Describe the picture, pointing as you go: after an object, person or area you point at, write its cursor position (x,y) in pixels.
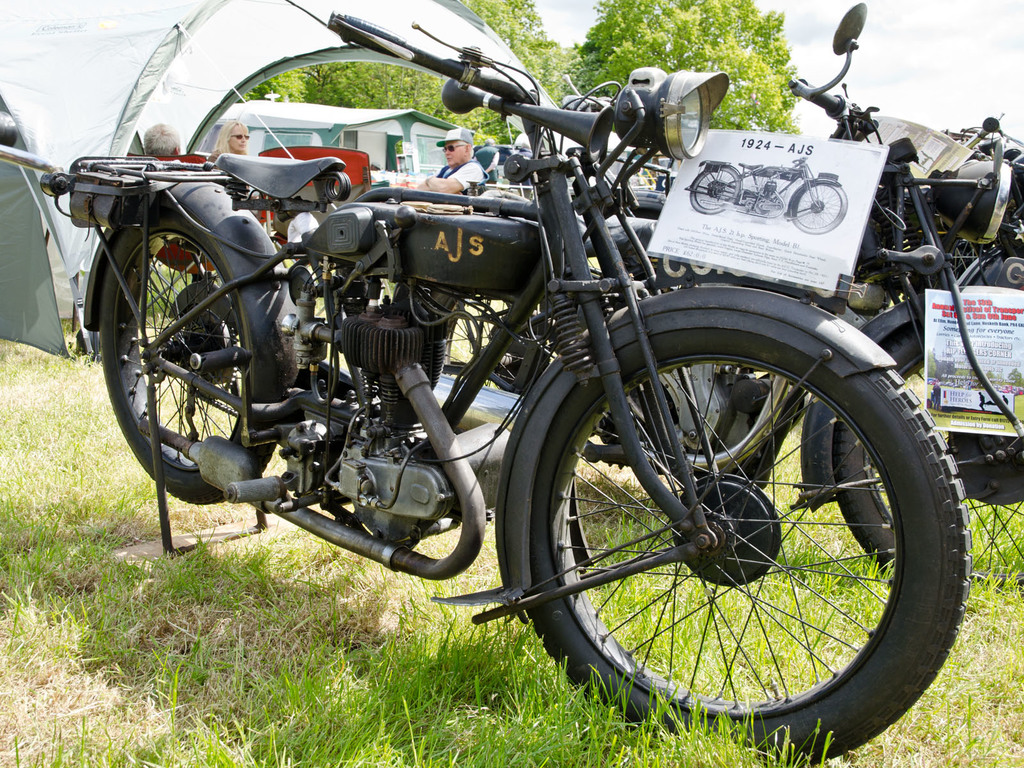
Here I can see two motorcycles (502,298) on the ground (188,689). On the right side (814,267) there are two posters (815,287) on which I can see some text (1003,360) and an image (804,211) of a bike (777,204). At the bottom (246,639), I can see the grass (323,693) on the ground (261,702). In the background (594,31) there are many trees (526,24) and also I can see two tents (400,141). There are three persons (165,142) sitting under the tent (222,71). At the top of the image (929,44) I can see the sky (955,33).
